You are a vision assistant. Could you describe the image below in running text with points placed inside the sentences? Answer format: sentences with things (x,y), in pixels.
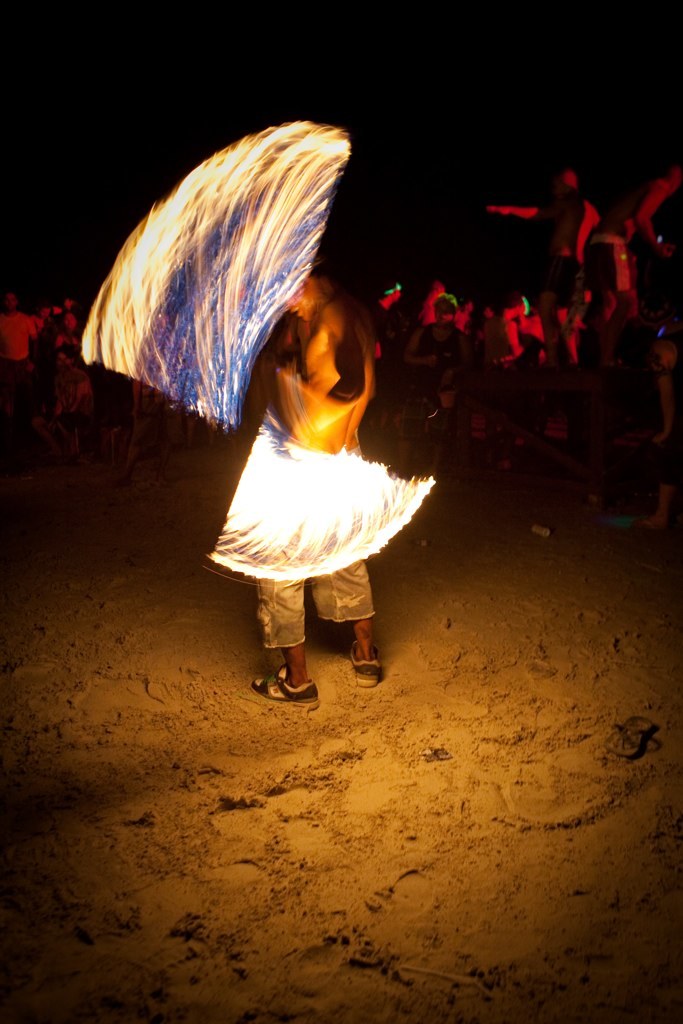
In this image, we can see the fire (236,554) and person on the sand (119,499). In the background (236,446), we can see a group of people (18,363) and dark view.
